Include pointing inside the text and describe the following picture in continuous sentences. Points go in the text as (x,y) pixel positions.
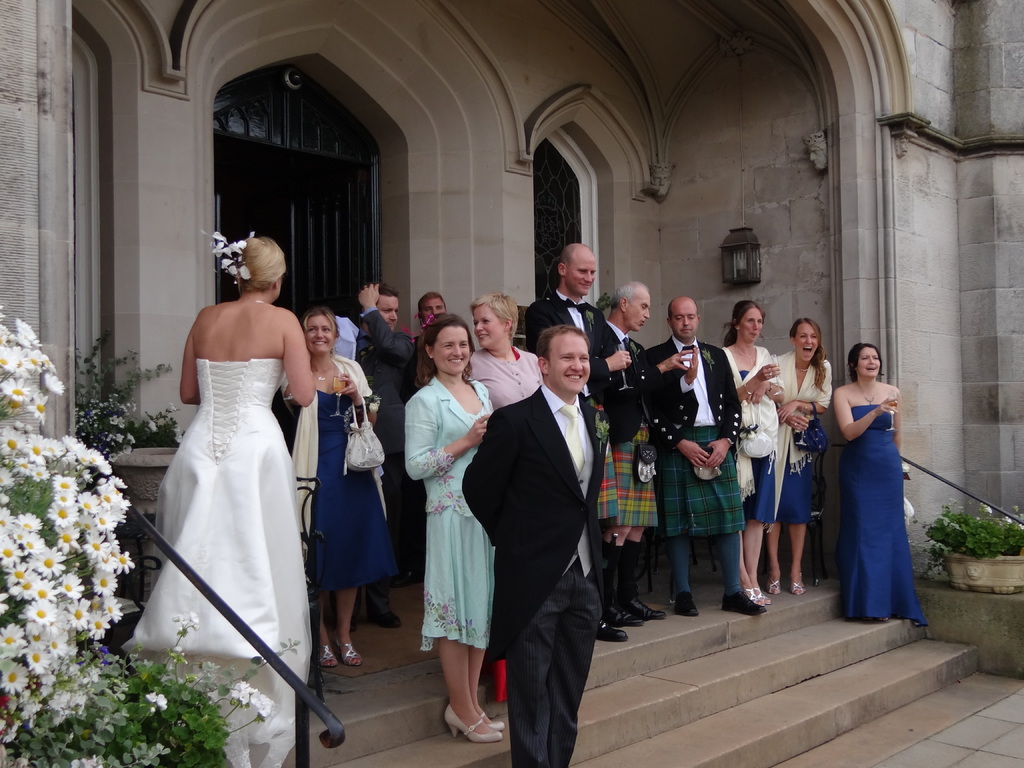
This image is taken outdoors. In the background (235,217) there is a building (711,217) with walls (745,206), a window (575,211) and a door (334,167). On the left side of the image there is a railing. There are a few plants (79,675) with beautiful white flowers (49,551) and a woman (270,541) is standing on the floor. In the middle of the image (489,352) a few people (380,424) are standing on the stairs (591,761) and they are with smiling faces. On the right side of the image (941,525) there is a plant (940,545). At the bottom of the image (931,734) there is a floor (933,736).
